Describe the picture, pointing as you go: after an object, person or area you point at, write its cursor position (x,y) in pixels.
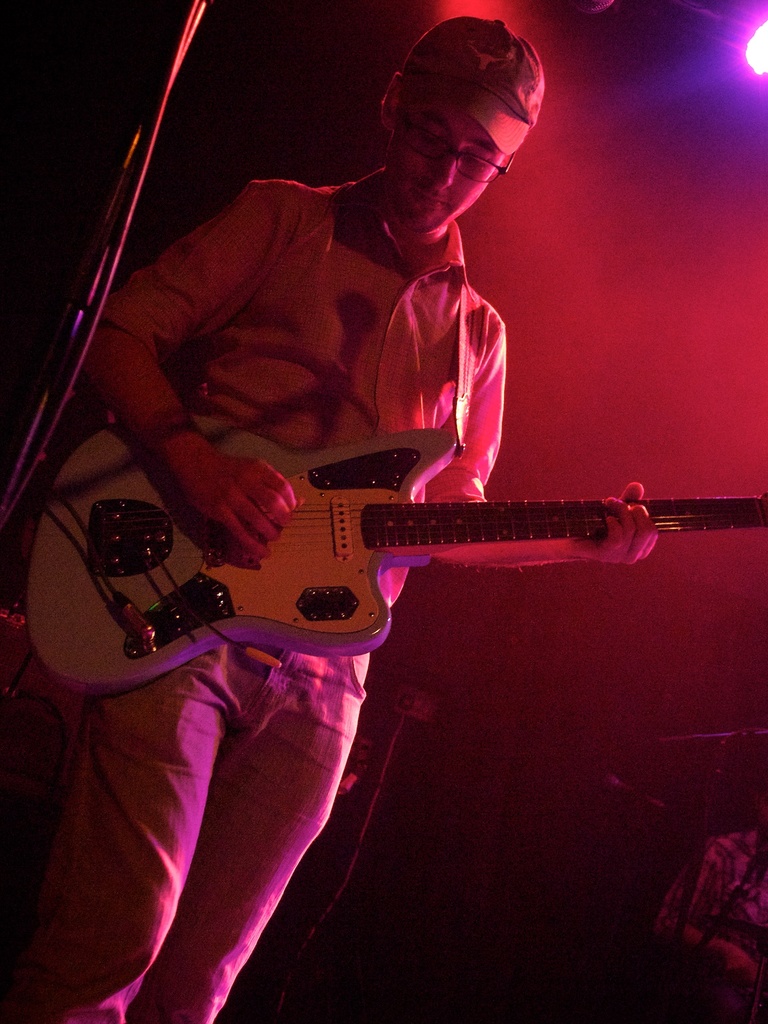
In this picture a man (634,513) is holding the guitar (519,514) with his left hand (630,524) and playing the guitar (187,653) with his right hand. He has wore a cap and he has spectacles (429,145). There are disco lights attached to the ceiling (634,46).
